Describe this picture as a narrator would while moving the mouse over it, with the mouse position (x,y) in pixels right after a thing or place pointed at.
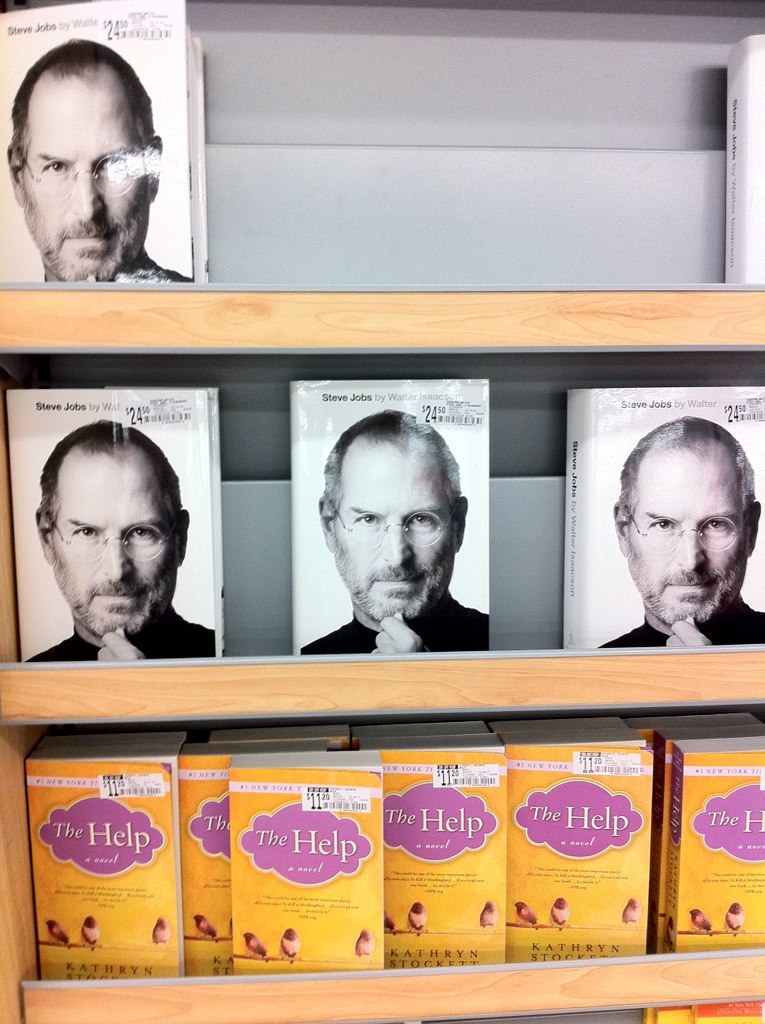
In this image, I can see books (666,446) in a shelf (609,676). This image is taken, maybe in a shop (420,477).
